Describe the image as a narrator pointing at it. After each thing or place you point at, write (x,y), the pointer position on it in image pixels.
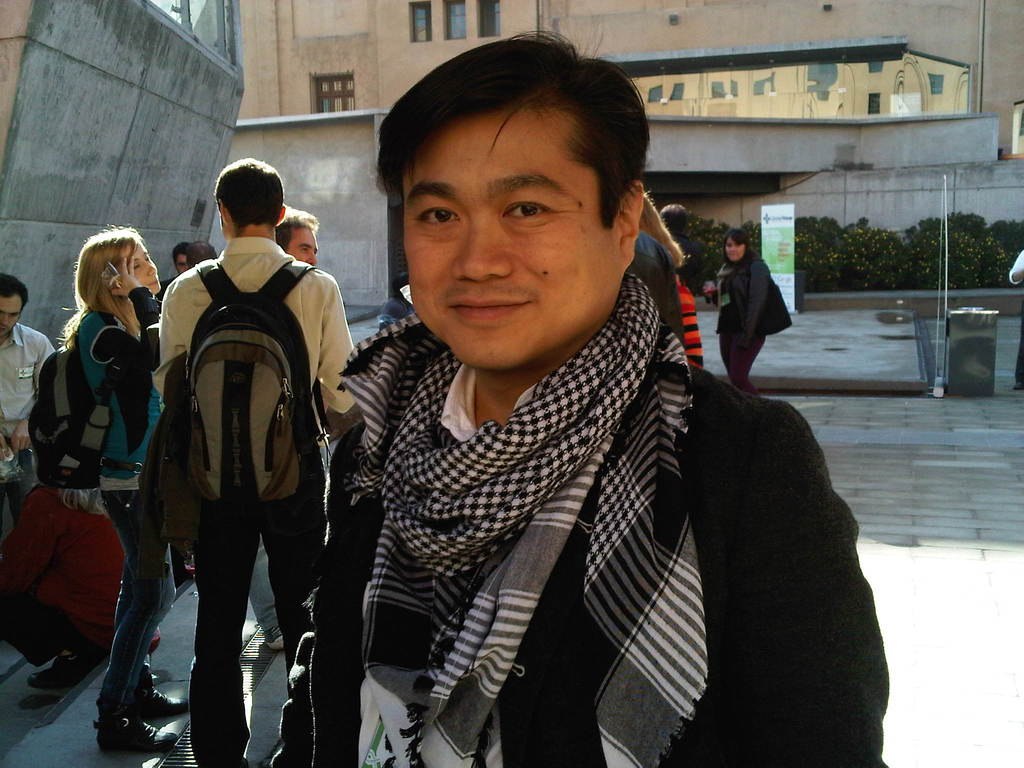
In this image in the foreground (431,523) there is one man (457,527) who is wearing a scarf (479,474), and in the background (244,272) there are a group of people (327,290) who are wearing bags (277,397) and there are buildings (379,217), plants (814,241), boards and objects (992,323). At the bottom (943,613) there is a walkway (898,631).
